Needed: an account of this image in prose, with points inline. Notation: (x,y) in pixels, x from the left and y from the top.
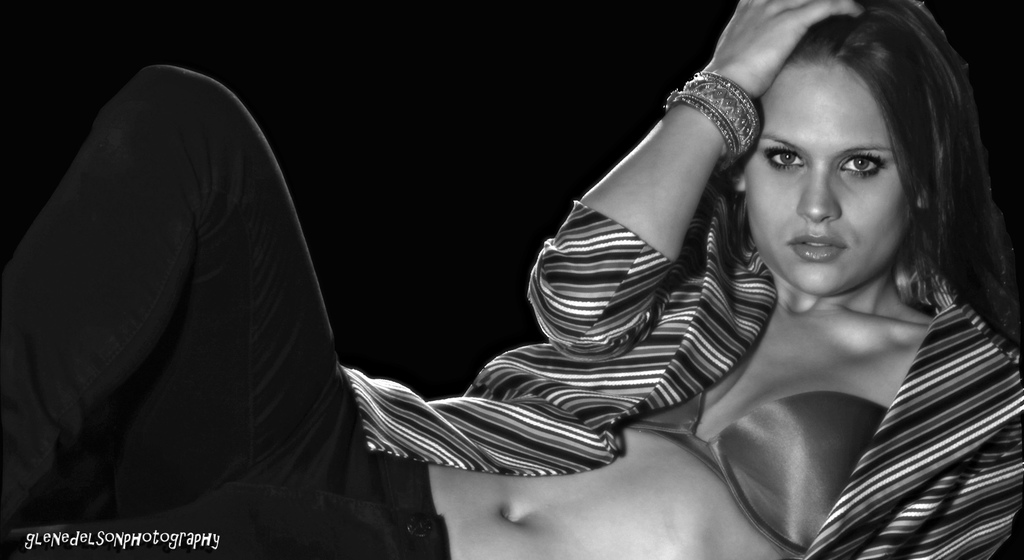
In this picture we can observe a woman (616,340). She is wearing a coat (578,371). The background (428,279) is completely dark. This is a black and white image. We can observe a watermark (113,534) on the left side (111,537).
